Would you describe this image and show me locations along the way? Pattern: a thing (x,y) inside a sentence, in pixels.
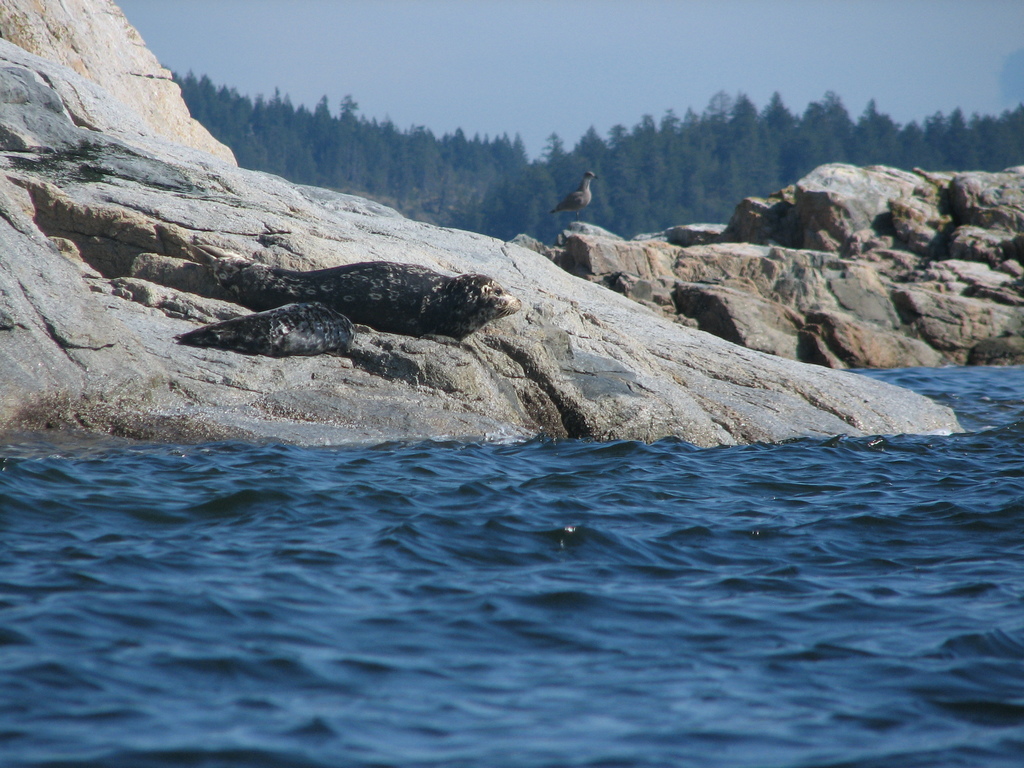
In this picture we can see water (647,590) at the bottom (631,556), there are some rocks (795,223) and a bird (569,206) in the middle (617,278), in the background (641,171) there are some trees (465,160), we can see the sky (574,29) at the top of the picture (579,58).
